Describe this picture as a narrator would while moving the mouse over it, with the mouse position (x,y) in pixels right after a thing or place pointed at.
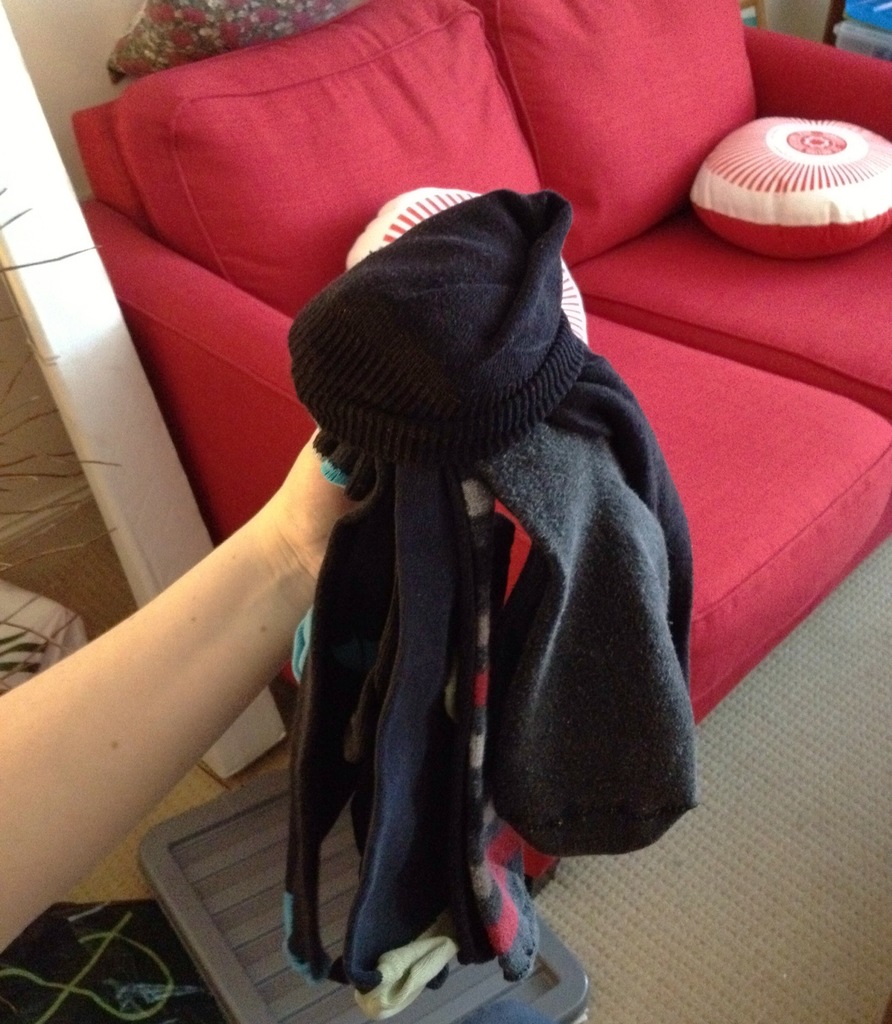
In this image on the right side (682,185) there is one red couch (365,172) and on the couch (458,166) there are two pillows (450,197) and on the left side (32,757) one person hand (111,711) is there and she is holding some clothes (448,533) and on the top of the left corner (29,257) there is one pillar (129,477) and on the floor (766,686) there is one carpet (735,780).
